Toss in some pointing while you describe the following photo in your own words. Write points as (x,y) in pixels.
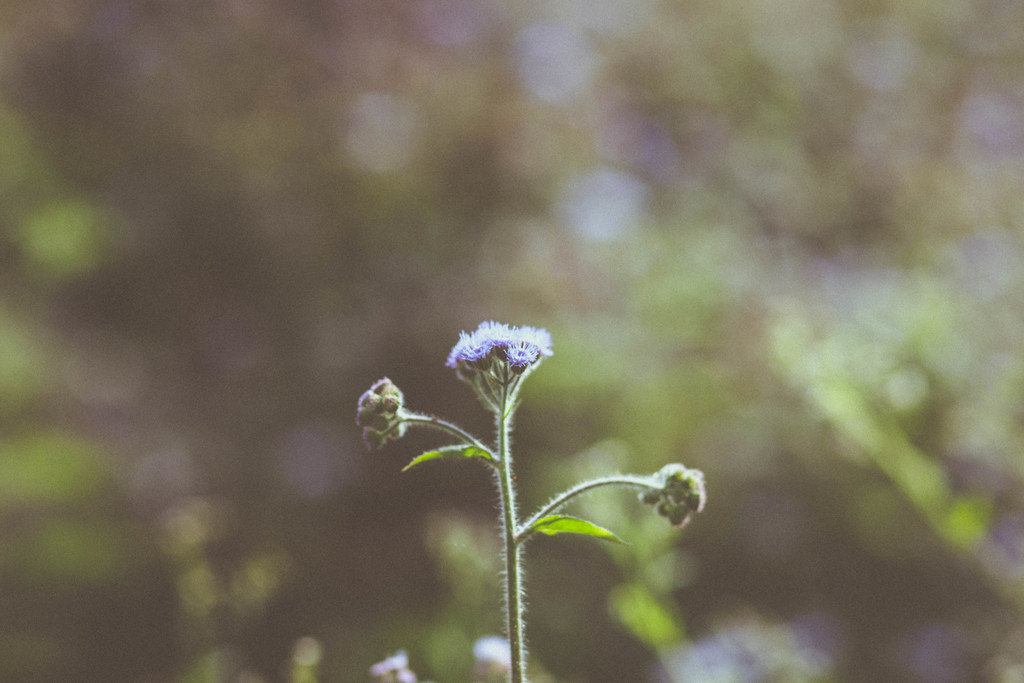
In this picture we can see flowers (523,349), leaves (466,452) and in the background (81,335) it is blurry.
